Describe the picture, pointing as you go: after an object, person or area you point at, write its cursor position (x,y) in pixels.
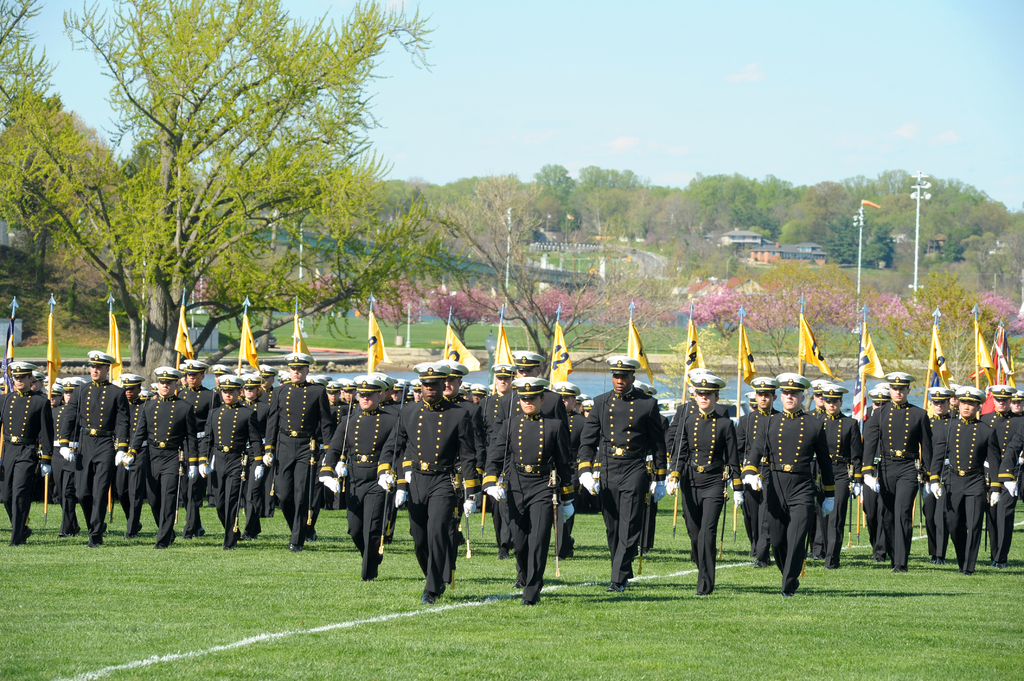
In this image I can see number of persons (386,421) wearing black, white and yellow colored dresses (425,441) are standing on the ground (616,593). I can see number of flags (557,375) which are yellow in color. In the background (929,312) I can see few trees (311,313) which are green and pink in color, few white colored poles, few buildings (777,246) and the sky (747,102).
